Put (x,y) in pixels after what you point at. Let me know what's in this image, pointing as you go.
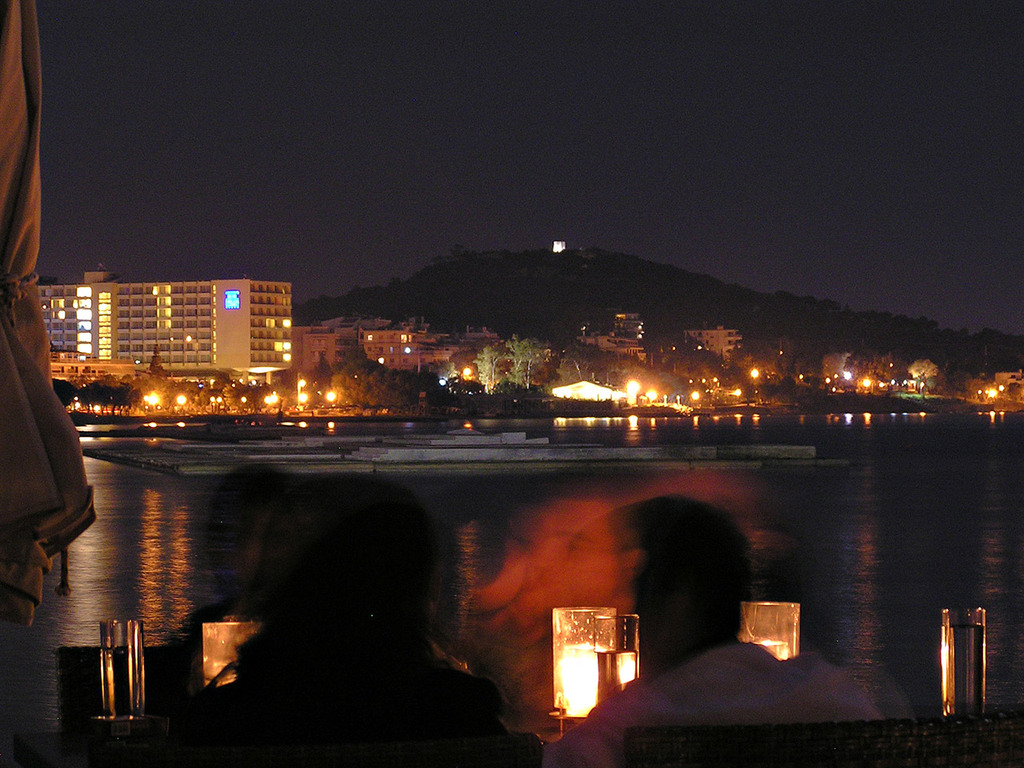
At the bottom of the image (322,620) we can see two persons (461,711) are sitting. On the left side of the image (8,515), we can see one cloth (41,415). In front of them, we can see the poles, lights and a few other objects (594,663). In the background (541,296), we can see the sky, hills (821,343), buildings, lights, poles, banners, trees (774,356), water (689,470) and a few other objects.
